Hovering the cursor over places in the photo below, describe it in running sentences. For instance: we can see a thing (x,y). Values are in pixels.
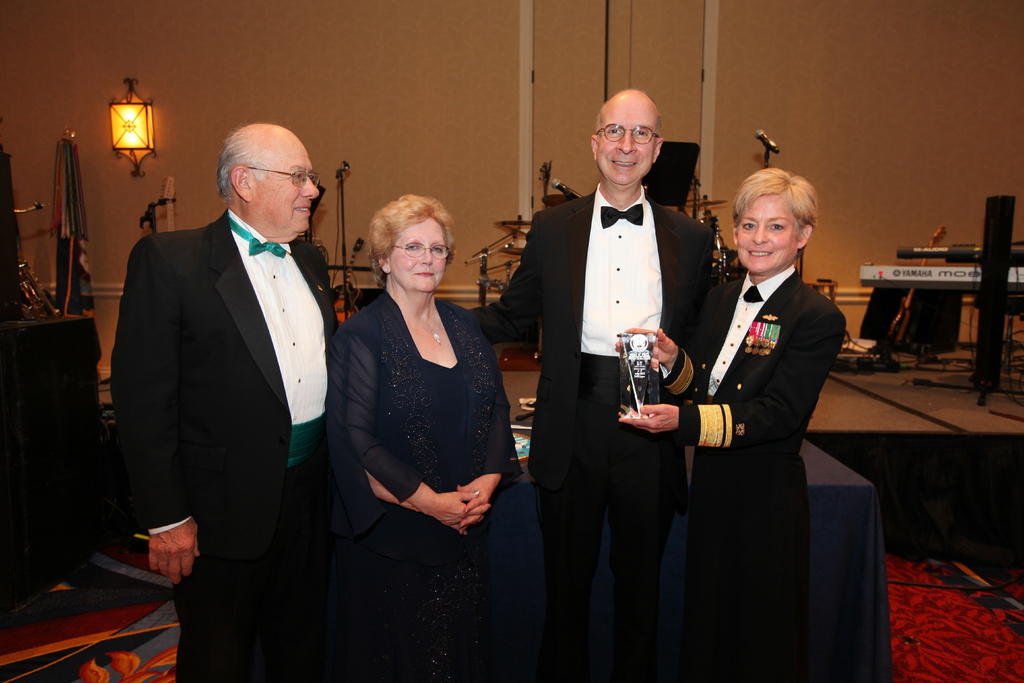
This picture seems to be clicked inside the hall (128,502). In the center (476,351) we can see the group of people (638,249), smiling and standing. In the background (387,85) we can see the wall (381,89), light (111,118), microphones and many other objects (1010,262) and we can see a trophy (637,338).
